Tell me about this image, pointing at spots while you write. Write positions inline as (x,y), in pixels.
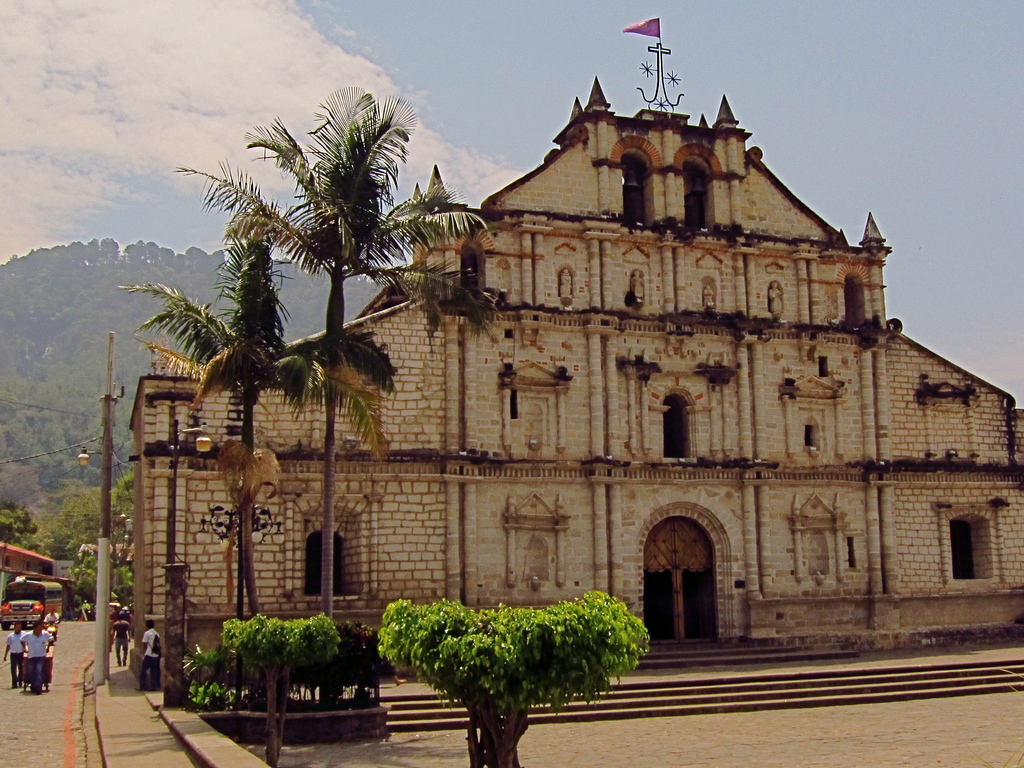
In the image there is a vintage church (614,447) in the front (654,327) with plants (291,632) and trees (304,618) in front of it, on the left side (49,640) there are few people (32,646) walking on the road (69,661) and in the back (74,297) there are hills (74,297) and above its sky (474,67) with clouds (282,75).
